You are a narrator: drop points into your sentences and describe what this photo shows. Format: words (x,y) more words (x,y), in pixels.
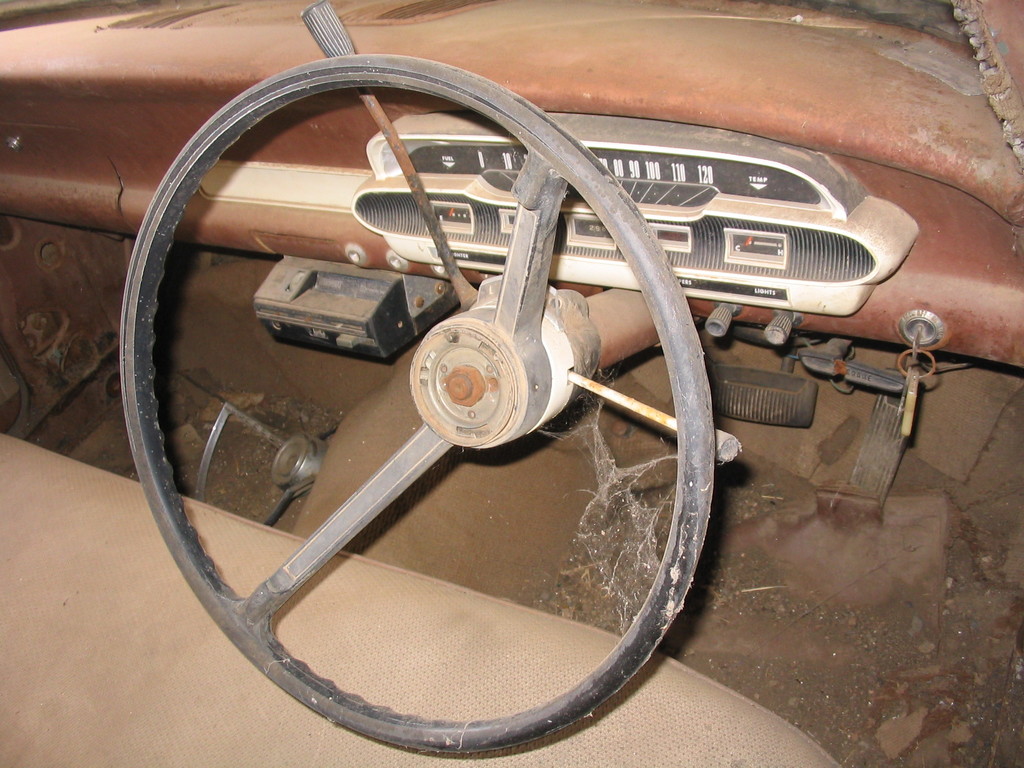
In this image, we can see the inside view of the vehicle (121,550). Here there is a steering (621,227), few boxes (266,291), buttons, keys (911,392), rods (640,409), seat (707,706). Here we can see a web (615,525).
